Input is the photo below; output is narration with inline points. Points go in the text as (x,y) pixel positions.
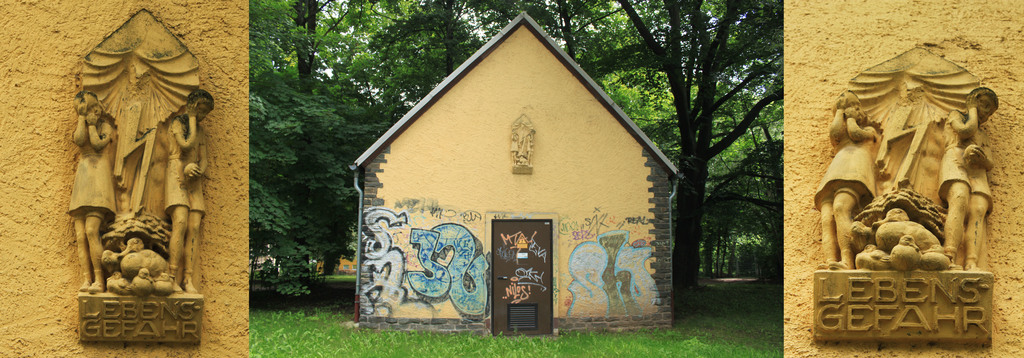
In this picture we can see a house (461,265) and in front of the house (478,309) there is grass (478,339) and behind the house (465,204) there are trees (740,110) and on the left (151,204) and right side of the house (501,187) there are sculptures (114,180).
